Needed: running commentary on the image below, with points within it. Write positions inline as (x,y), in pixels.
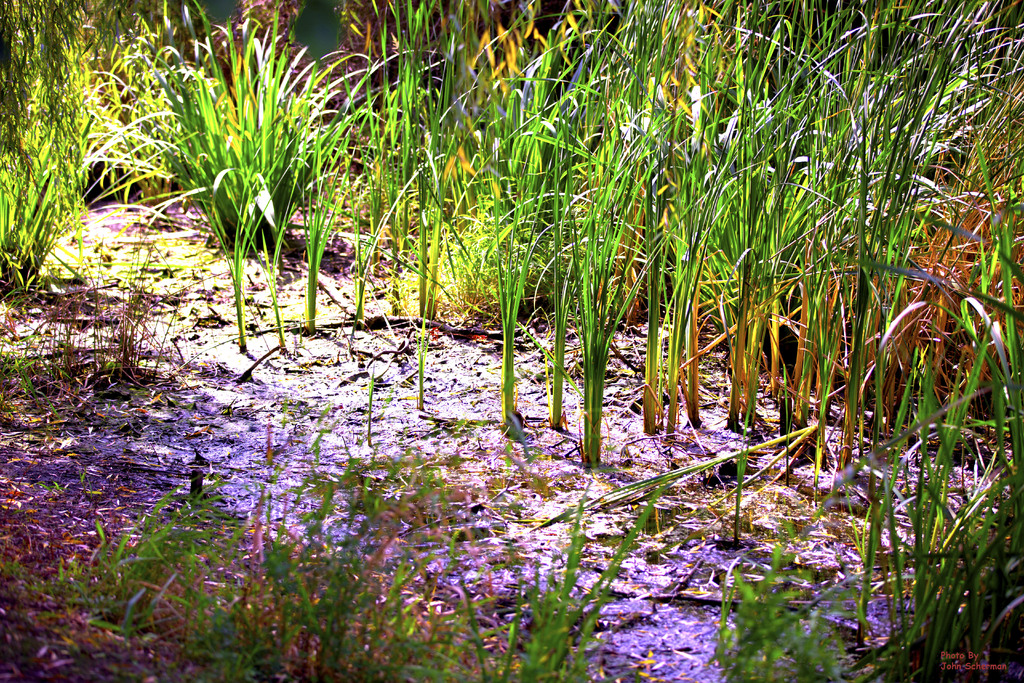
In this picture we can see plants (463,282) on the ground (407,577).
